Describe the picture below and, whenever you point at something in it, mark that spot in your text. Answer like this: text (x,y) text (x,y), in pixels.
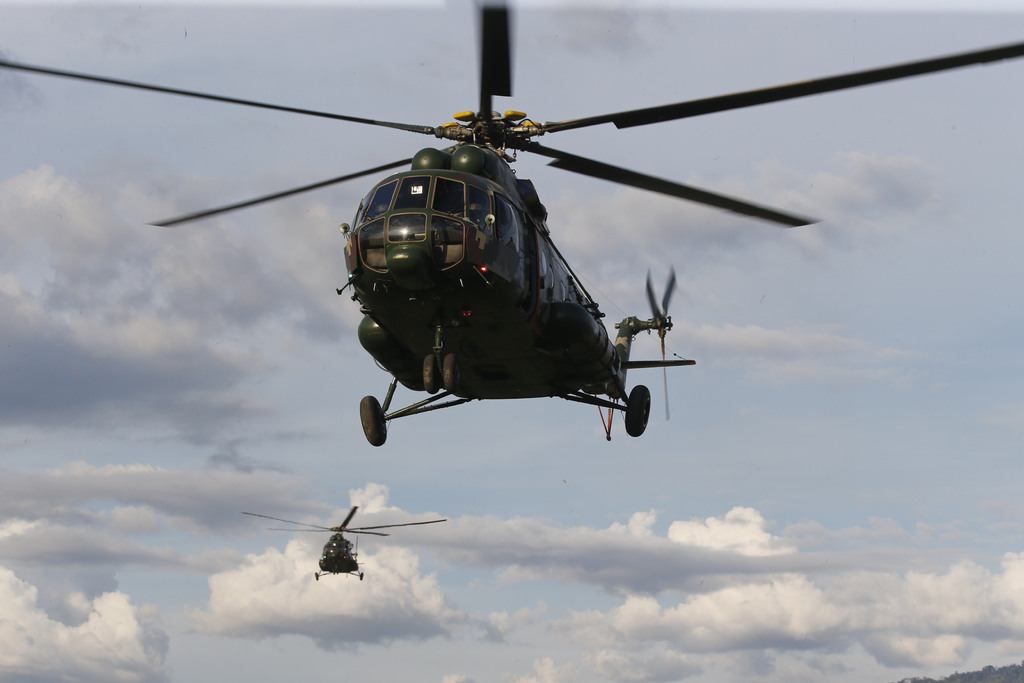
In this image we can see aircraft (444,302) such as helicopters (442,289) in the sky (344,141). And we can see the clouds (287,499).
